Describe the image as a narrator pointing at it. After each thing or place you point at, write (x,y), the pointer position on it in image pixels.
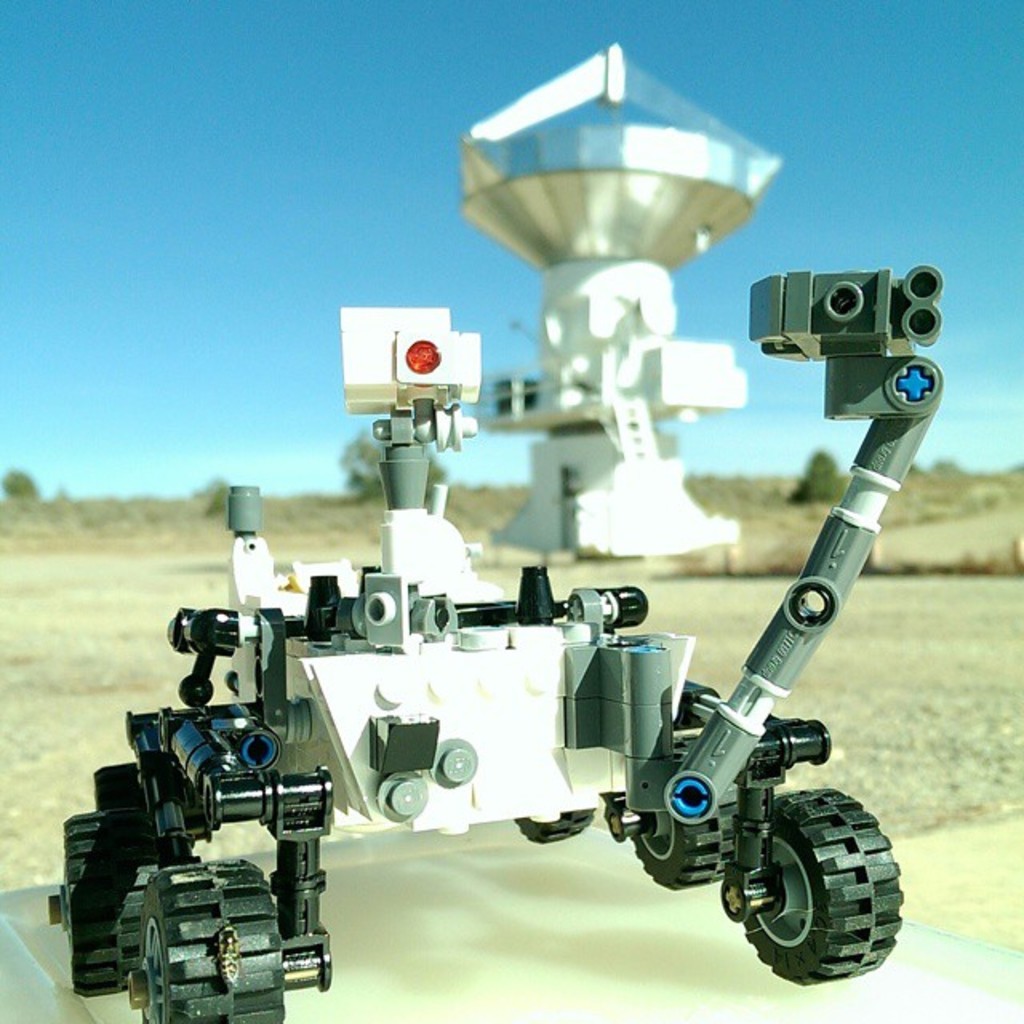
To the front (466,588) bottom of the image (349,757) there is a white color robotic vehicle (361,674) with tires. Behind the vehicle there is a white machine (603,375) on the ground (500,576). And to the top of the image (252,131) there is a sky (296,203).
